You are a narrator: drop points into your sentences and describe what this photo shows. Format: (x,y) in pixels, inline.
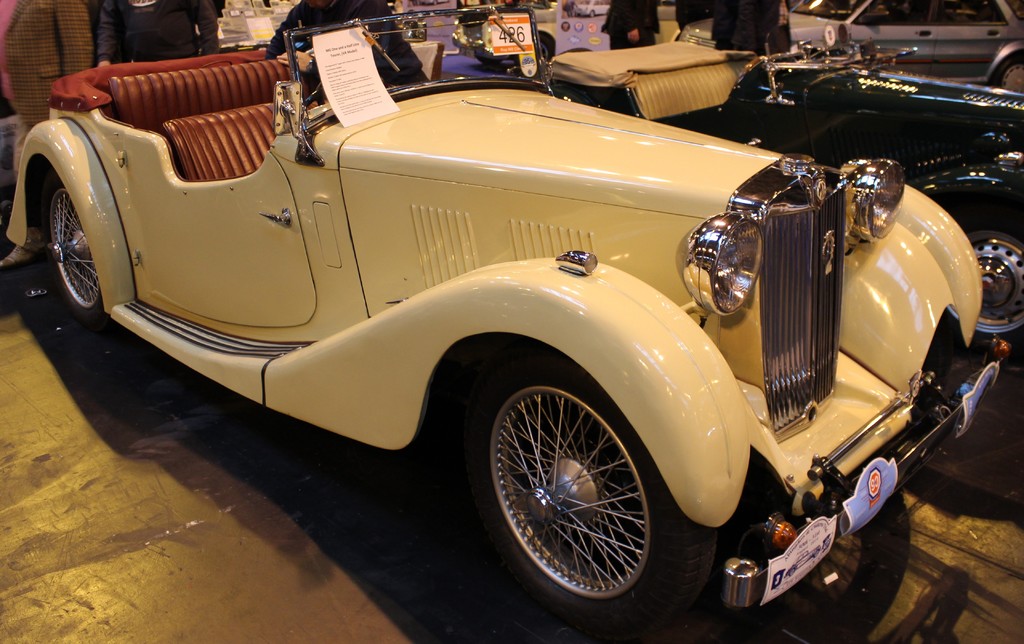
In front of the image there is a car (677,466). On top of the car (318,102) there is a paper (343,94) with some text (351,74) on it. Beside the car (713,147) there are a few other cars (750,68). There are people (175,52). In the background of the image (234,13) there are some objects (588,5). At the bottom of the image (246,542) there is a floor (234,544).
